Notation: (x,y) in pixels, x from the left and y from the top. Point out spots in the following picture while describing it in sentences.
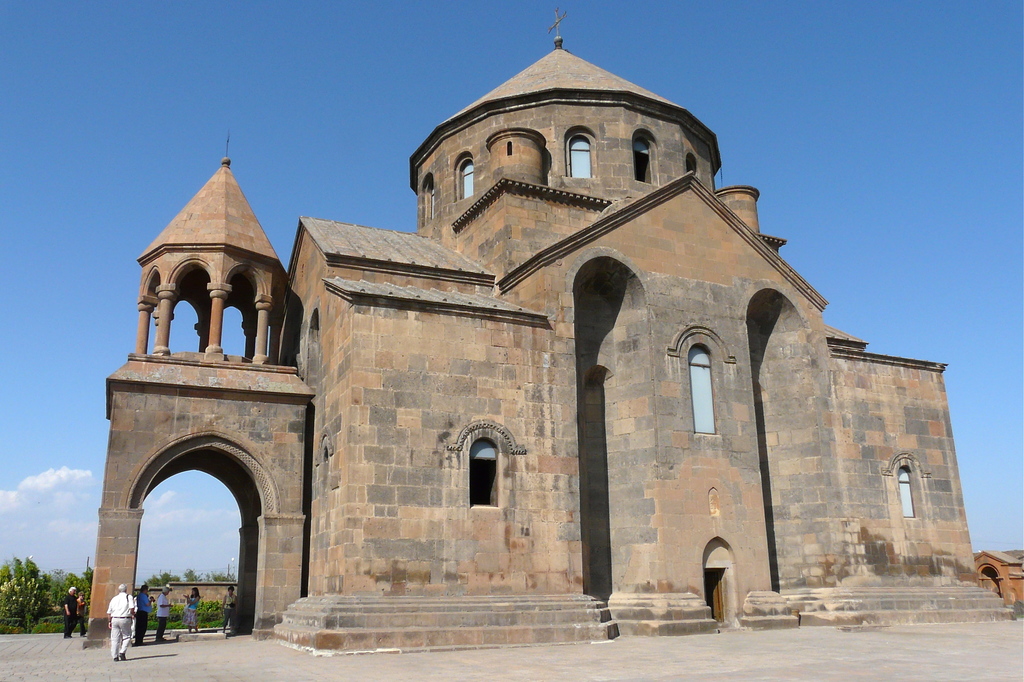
In this image I can see few buildings (1017,585), few trees (48,598) and I can see few people (197,600) are standing. In the background (275,143) I can see clouds (63,489) and the sky (113,145).
